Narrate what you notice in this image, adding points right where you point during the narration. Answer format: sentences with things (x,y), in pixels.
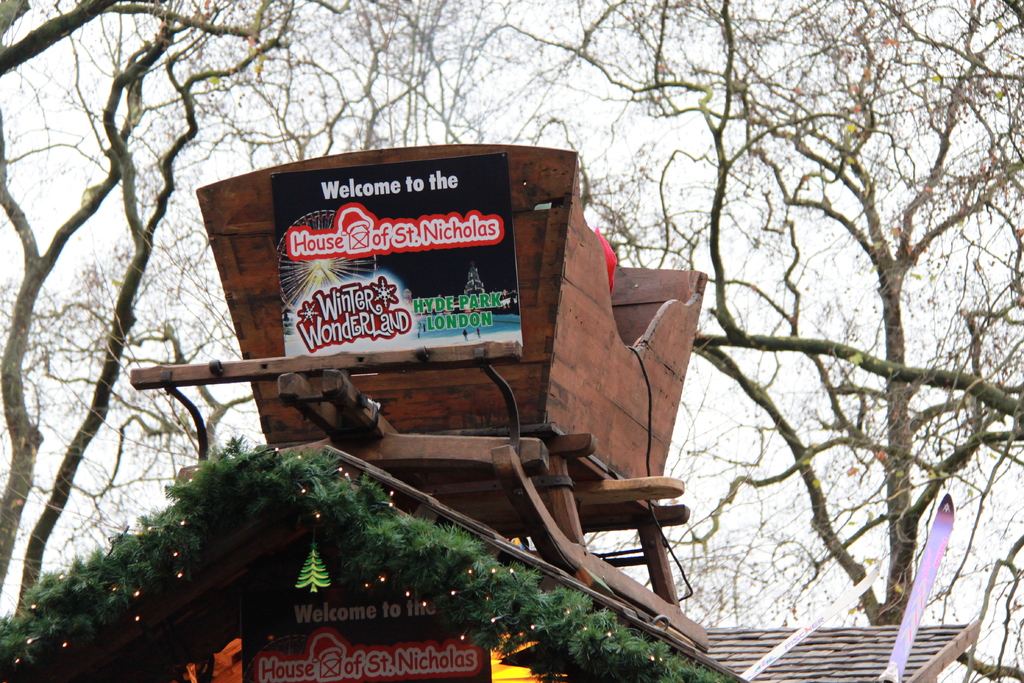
In this image we can see a wooden house (492,417) with boards (421,633) and there is some text (378,306) on them. In the background of the image (12,62) there are trees (12,62).
